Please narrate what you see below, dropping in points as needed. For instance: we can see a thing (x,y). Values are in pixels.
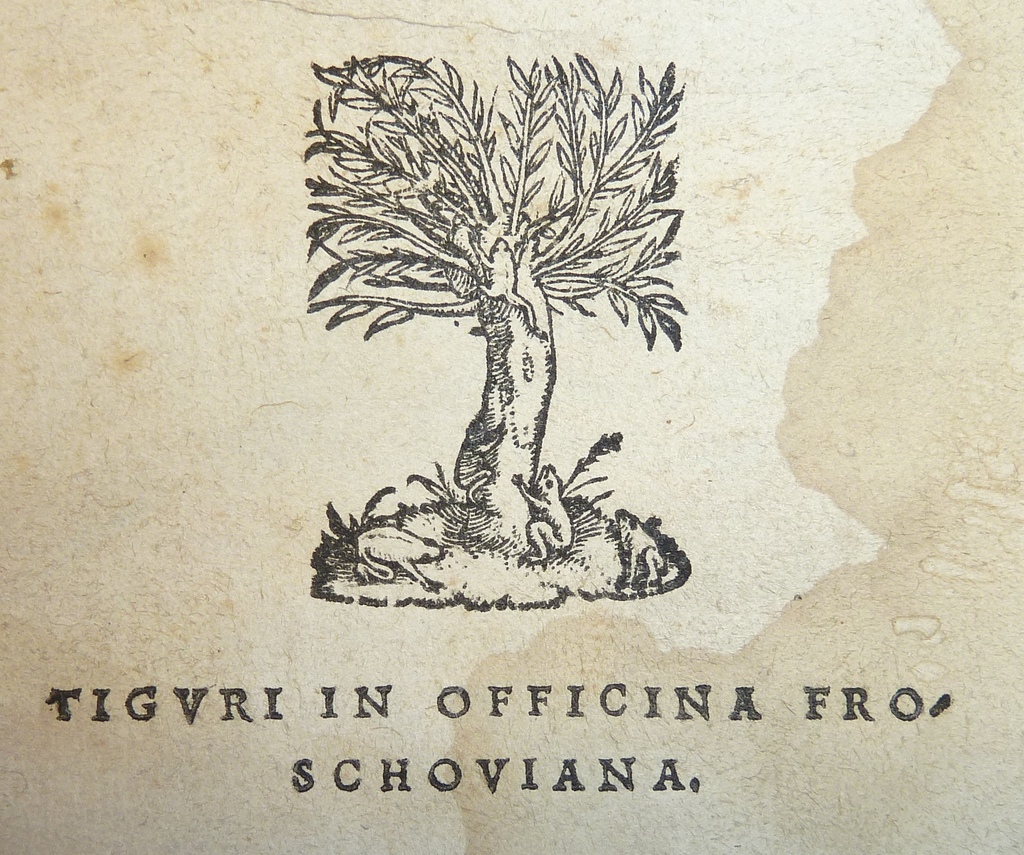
In this image there is a tree (488,328), there are frogs (557,519), there are plants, there is text (486,705), the background of the image (739,732) is white in color.
